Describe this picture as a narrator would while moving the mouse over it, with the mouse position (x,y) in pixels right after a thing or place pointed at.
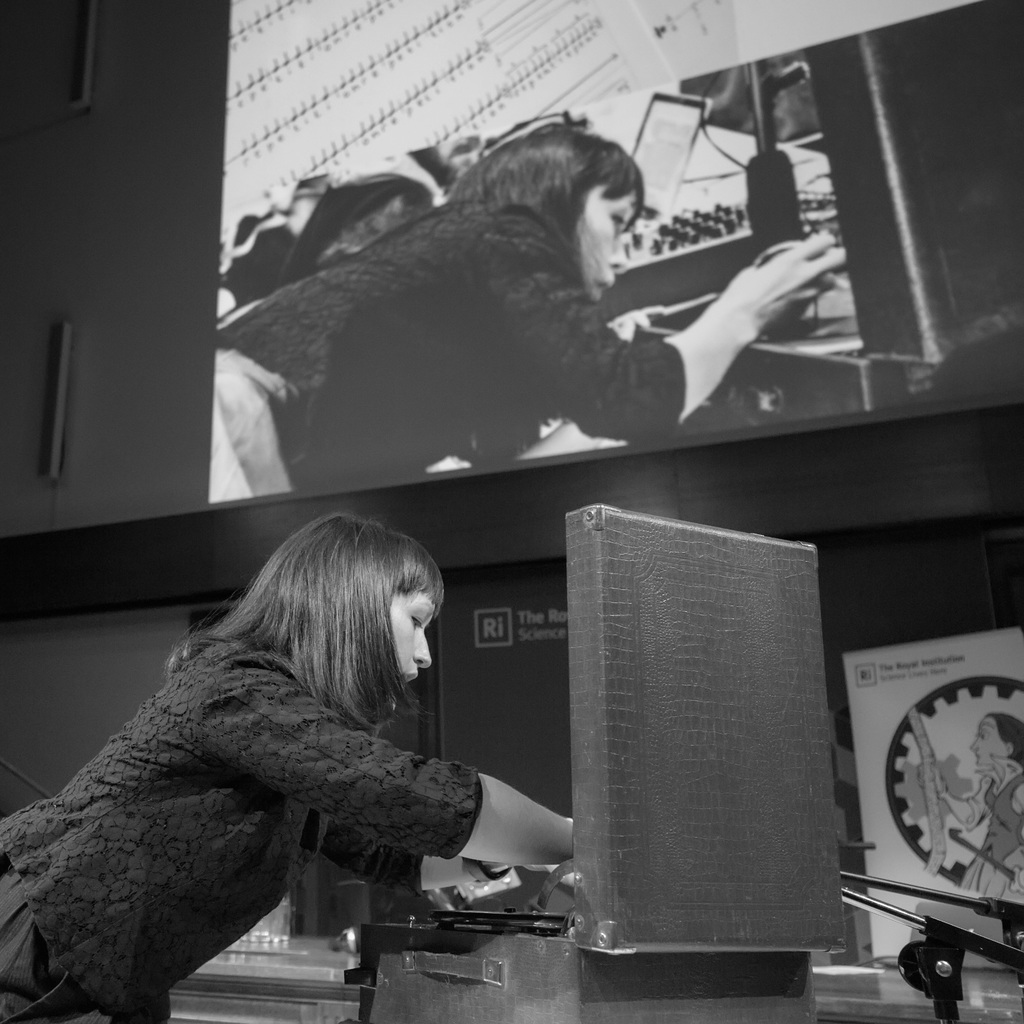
In this picture I can see a woman (303,819) and looks like she is working on a machine (754,625) and I can see a poster (906,739) with some text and a picture (968,736) on it and It looks like a screen (553,241) displaying at the top of the picture (367,195).
